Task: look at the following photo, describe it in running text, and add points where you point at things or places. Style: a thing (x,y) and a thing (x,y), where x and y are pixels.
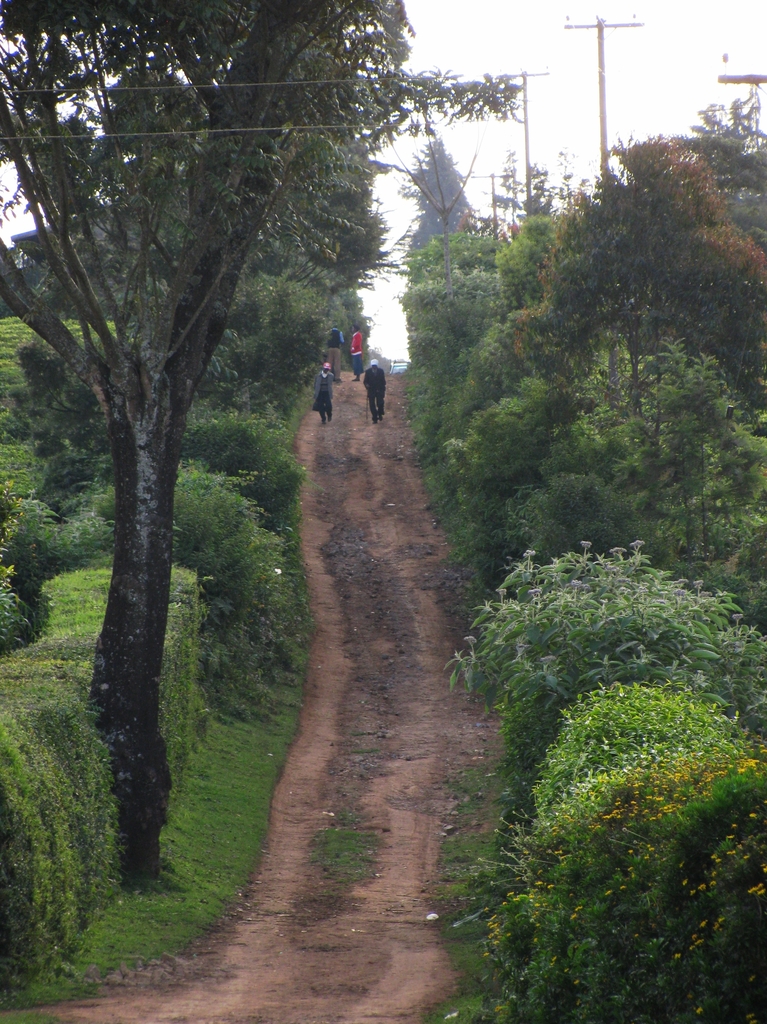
In this picture we can see a few people (358,353) on the path (374,763). There are some plants (540,856) on the right (657,378) and left side of the path (348,998). We can see a few trees (255,214) and poles (598,24) in the background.
